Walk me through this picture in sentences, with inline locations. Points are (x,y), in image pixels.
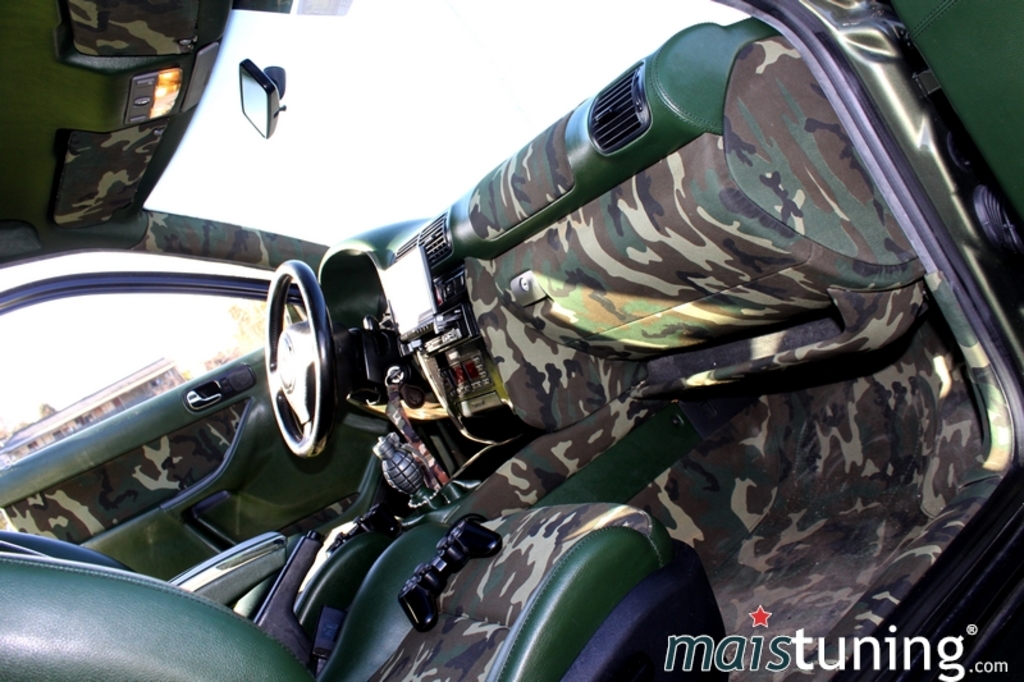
This image is taken from inside the vehicle (351,374). In this image we can see there is a steering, remote of a video game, front mirror (267,100), door (165,423), glass (329,191), seats (596,524) and from the window (127,368) of the door (135,468) we can see there is a house (125,386) and trees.
